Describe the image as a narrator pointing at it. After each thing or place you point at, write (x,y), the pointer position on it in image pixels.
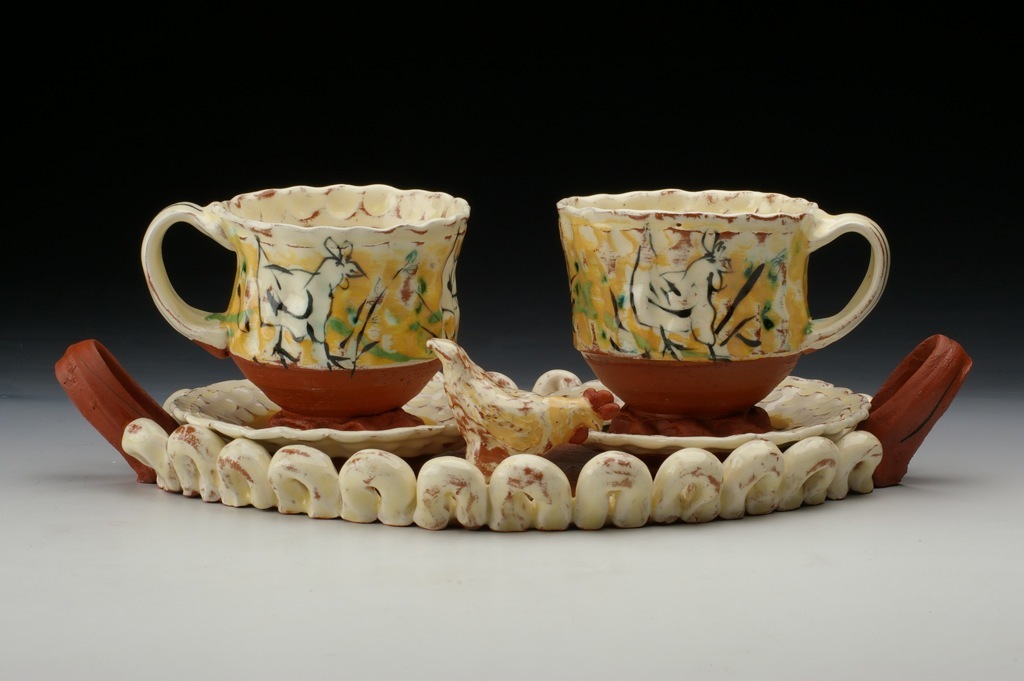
In this image we can see cups (348,311) and saucers (193,408) on the white color surface (367,581).
